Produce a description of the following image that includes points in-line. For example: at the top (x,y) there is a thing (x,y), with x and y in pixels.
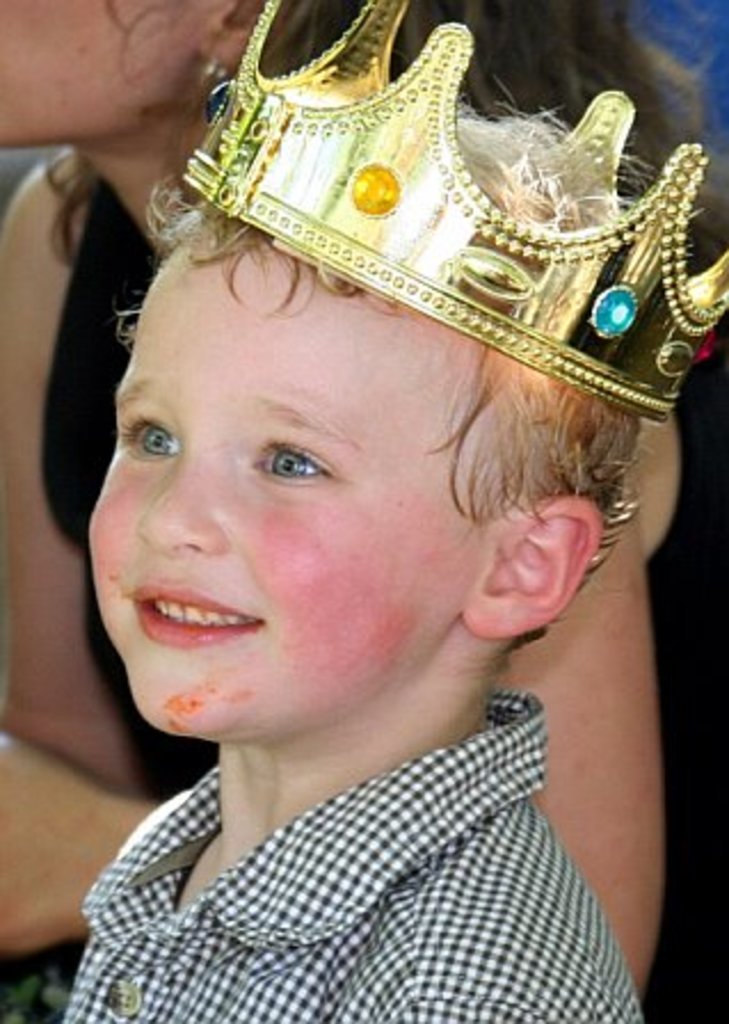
In this picture we can see a boy (378,547) and a woman (3,435), he is smiling and he wore a crown (417,132).
